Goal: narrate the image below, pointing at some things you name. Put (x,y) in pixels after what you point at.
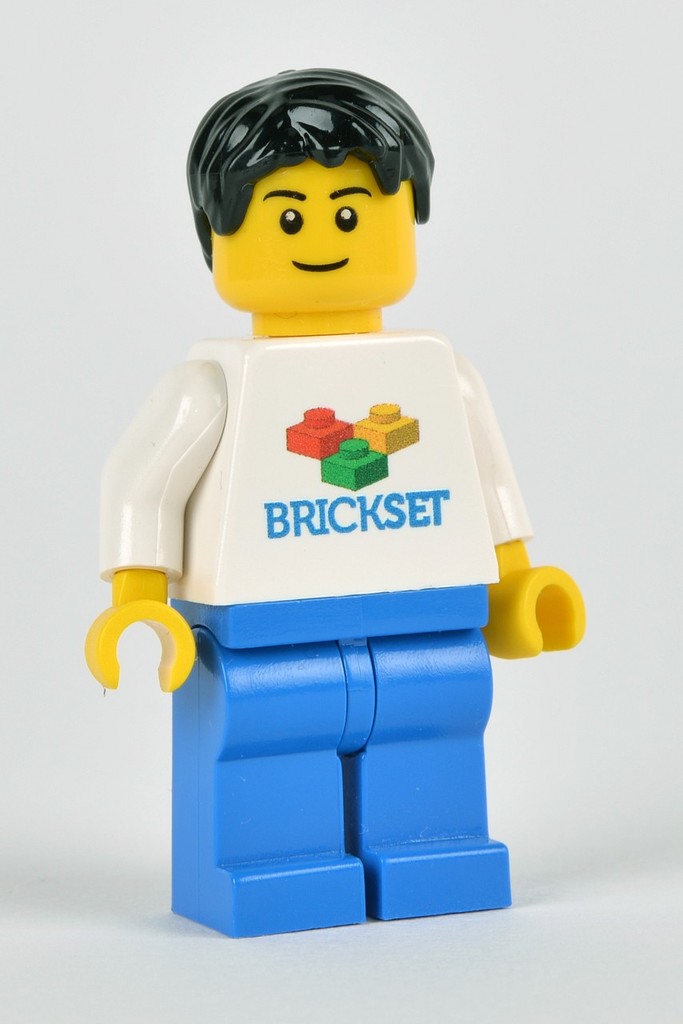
In this image there is a mini mannequin (282,541). There is a text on it. There is a white color background (495,322).
